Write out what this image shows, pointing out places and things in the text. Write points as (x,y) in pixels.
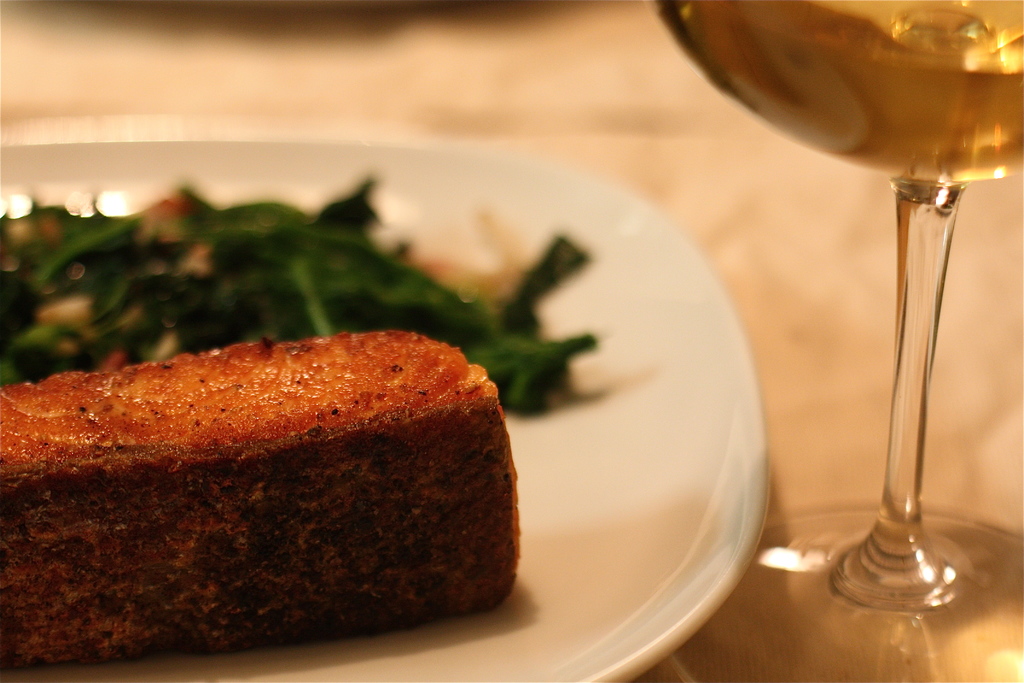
In this image we can see some food items (106,407) are kept on the white plate (570,454) and we can see a glass (924,147) with a drink (762,75) it is kept on the surface (876,476). This part of the image is slightly blurred.
